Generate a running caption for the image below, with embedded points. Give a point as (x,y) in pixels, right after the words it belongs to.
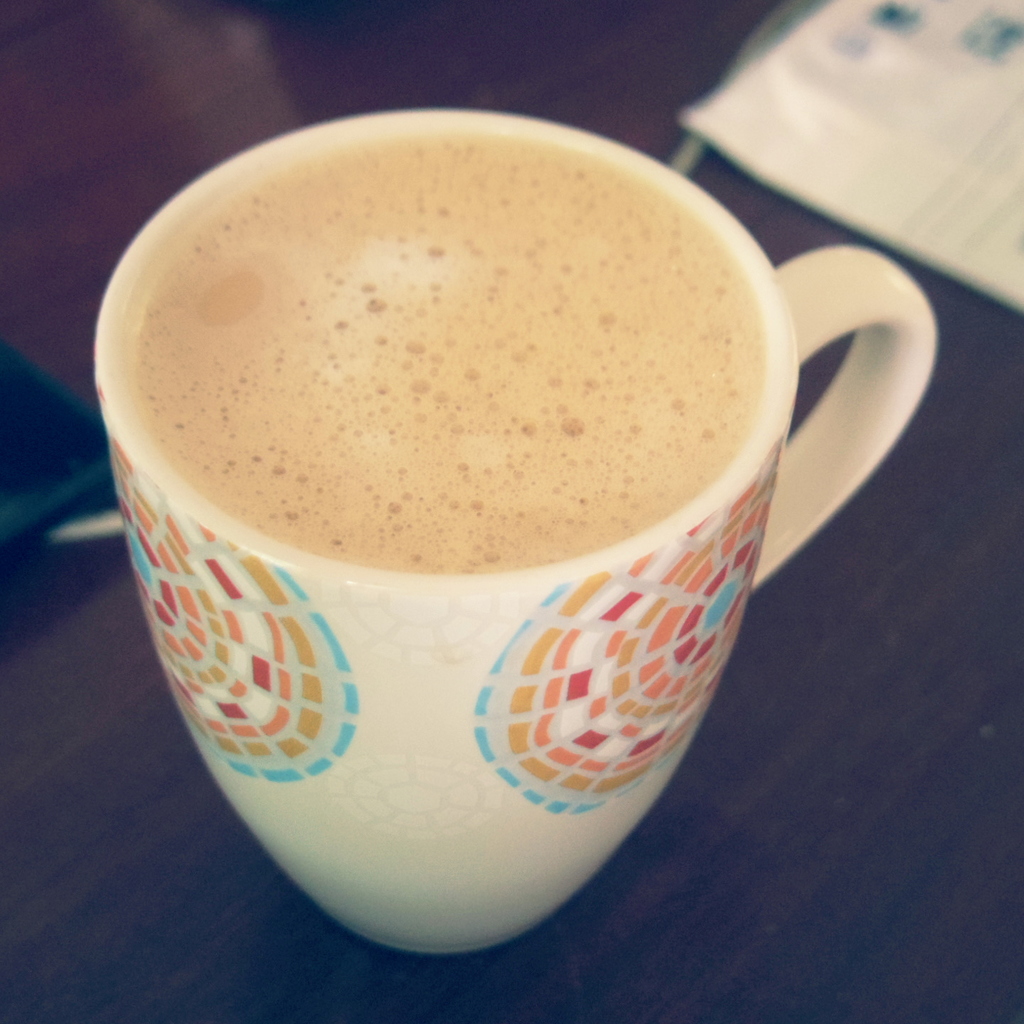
In this image we can see a cup (547,568) of beverage (505,184) placed on the table (237,839).
